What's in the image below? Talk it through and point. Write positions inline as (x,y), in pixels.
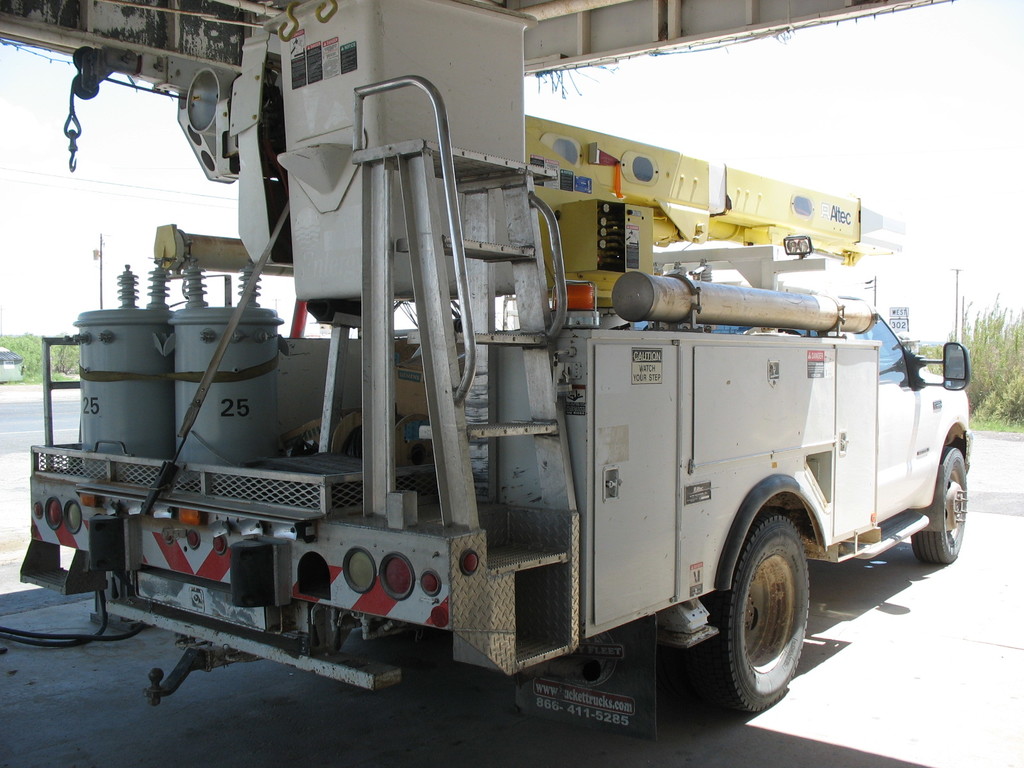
This picture is clicked outside. In the center (347,289) there is a vehicle (737,260) containing some barrels (246,387) and some machines (385,102) and we can see the metal rod (559,279) and some yellow color machines (655,201). In the background (902,103) we can see the sky (922,158), plants (997,350) and some other items (0,361).
